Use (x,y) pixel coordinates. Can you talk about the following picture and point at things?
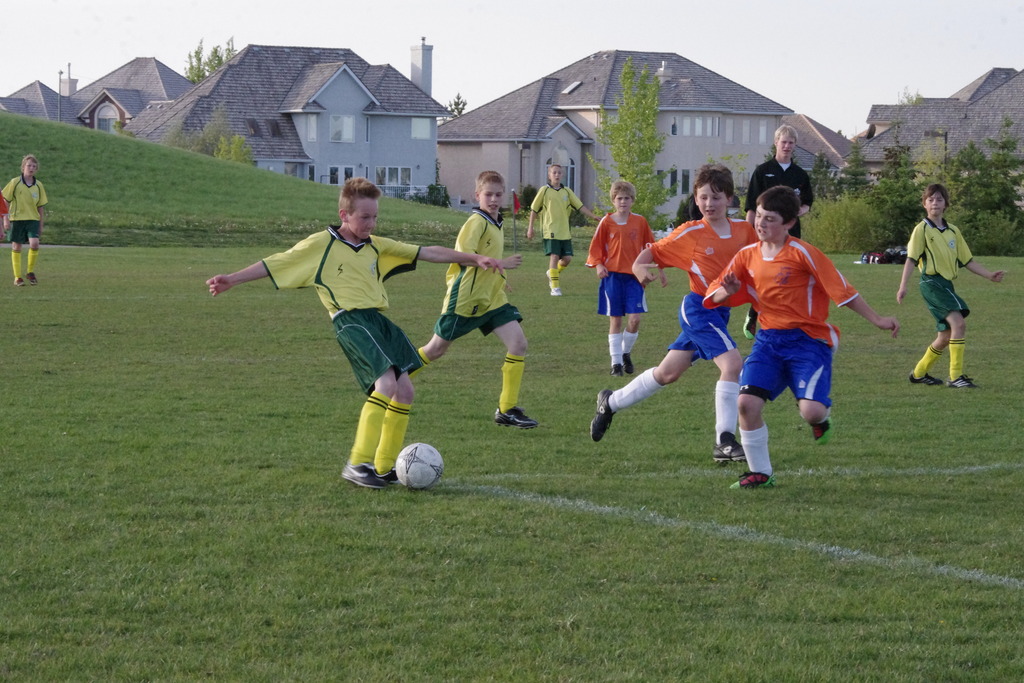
It is a playground (638,444) kids (491,306) are playing the football (440,460) in the ground (591,581), the ground (639,479) is covered with grass (204,505) there is a man (788,184) standing behind them, he is a trainer (799,182), in the background (260,118) there are some houses (374,138), few trees (836,195) and sky (611,14).
